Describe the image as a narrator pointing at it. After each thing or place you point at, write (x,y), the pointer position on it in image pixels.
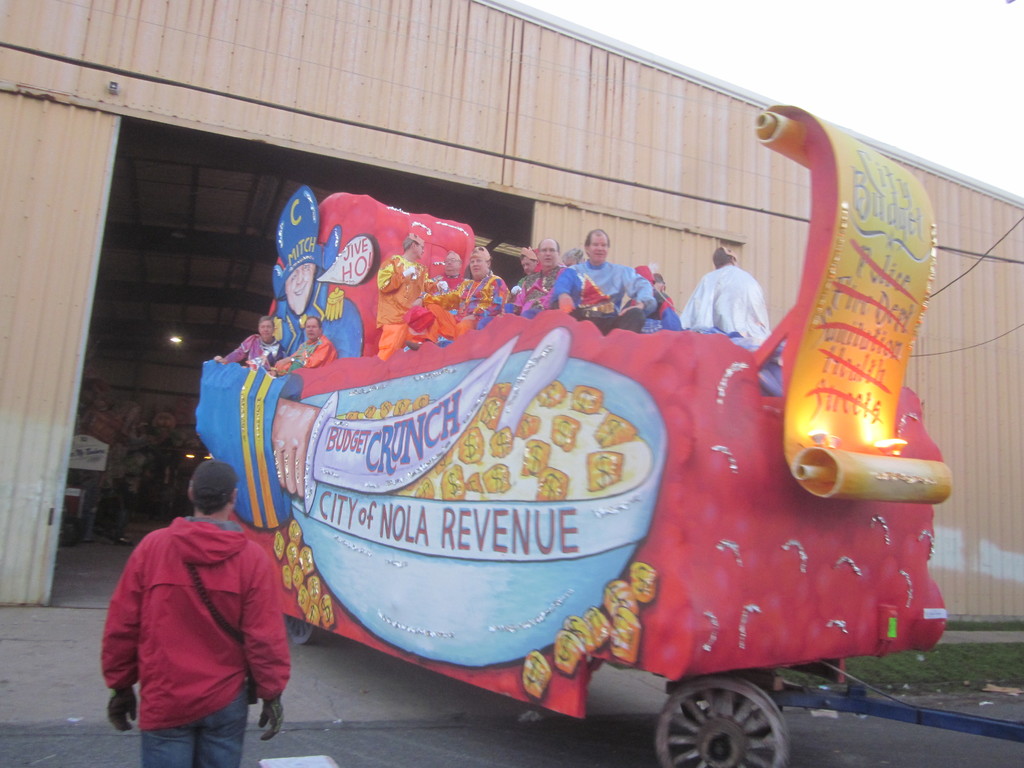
In this picture I can see group of people (537,281) in a decorated vehicle (419,423), there are lights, a shed (682,141), a person (214,483) standing, and in the background (846,85) there is sky (912,72).
